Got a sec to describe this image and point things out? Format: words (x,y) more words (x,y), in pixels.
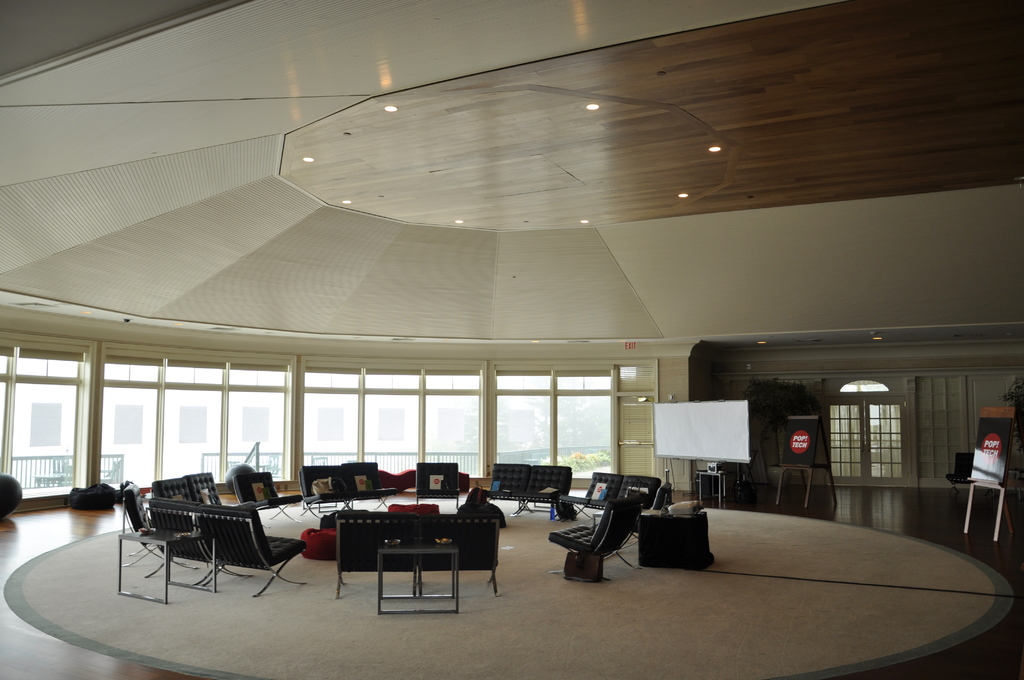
This picture describes about inside view of a room (511,350), in this we can find few chairs (625,512), boards (661,412) and lights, in the background (561,457) we can see fence (579,448), a building (428,418) and few plants (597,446).
